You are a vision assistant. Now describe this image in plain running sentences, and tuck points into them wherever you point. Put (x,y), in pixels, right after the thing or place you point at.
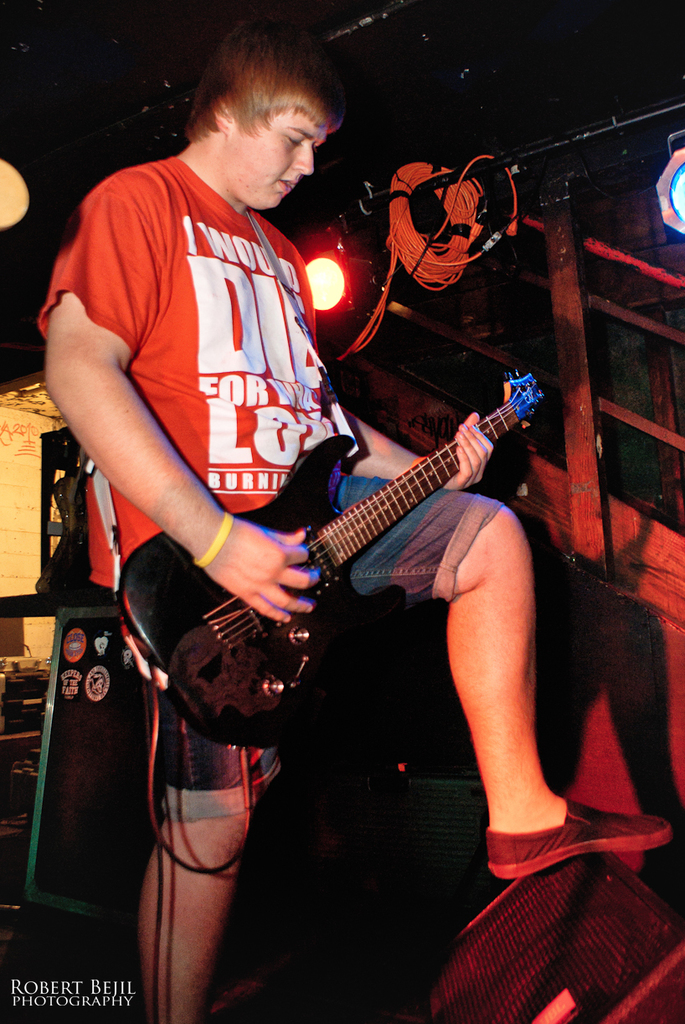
Here we can see a man (230,135) standing on the floor (15,968) and holding a guitar (215,590) in his hands (295,542), and in front here is the stand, and here are the lights (330,299).
